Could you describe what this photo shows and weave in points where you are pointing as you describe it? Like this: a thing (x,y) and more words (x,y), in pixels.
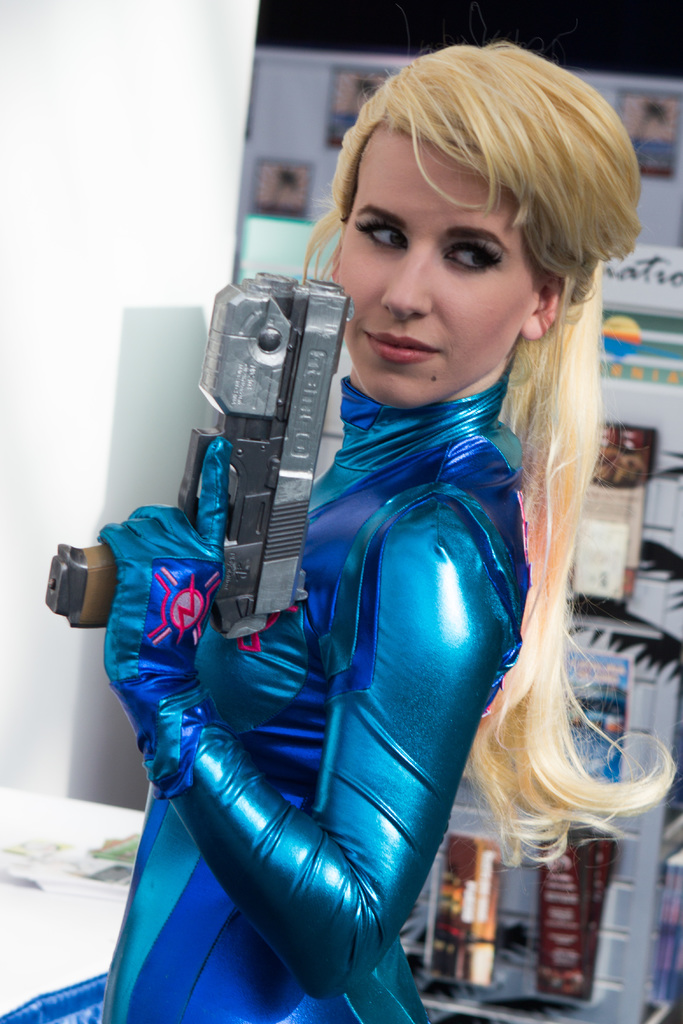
In this image there is a woman (364,287) in blue dress (353,709) holding a gun (223,386). In the background (582,930) we can see some books (599,863) placed in racks (620,955).
